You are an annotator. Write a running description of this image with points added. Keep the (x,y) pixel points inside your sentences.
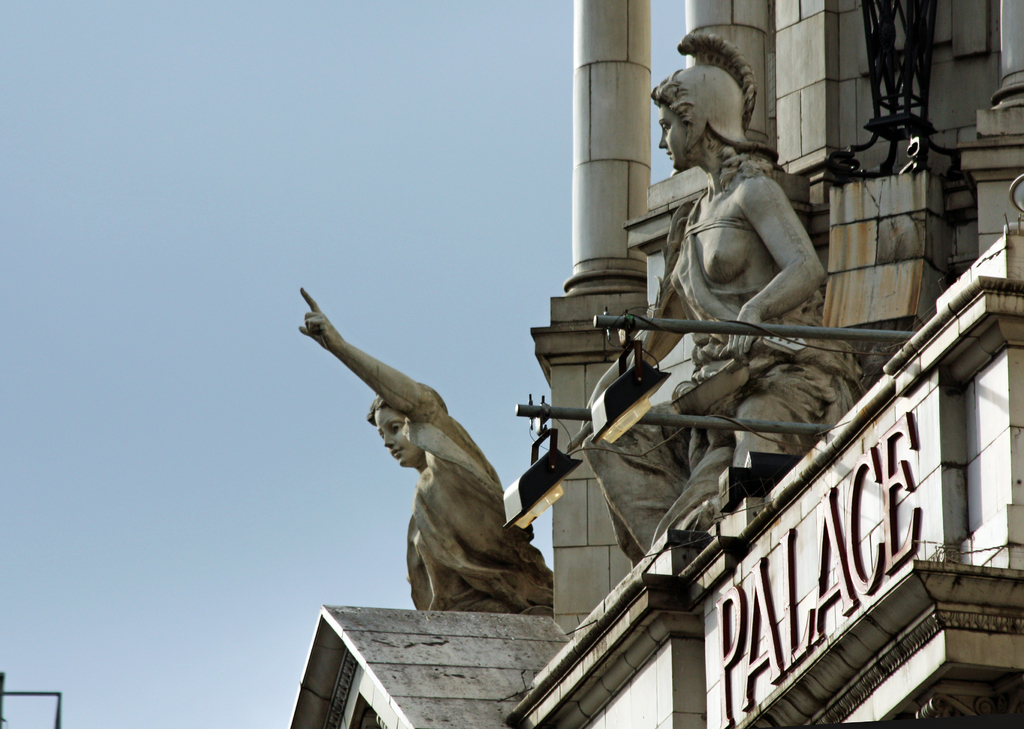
In this image, I can see a building (857,274) with sculptures (480,516), name board (791,583) and lights (630,410) to the poles (673,415). In the background (73,548), there is the sky (485,318).
